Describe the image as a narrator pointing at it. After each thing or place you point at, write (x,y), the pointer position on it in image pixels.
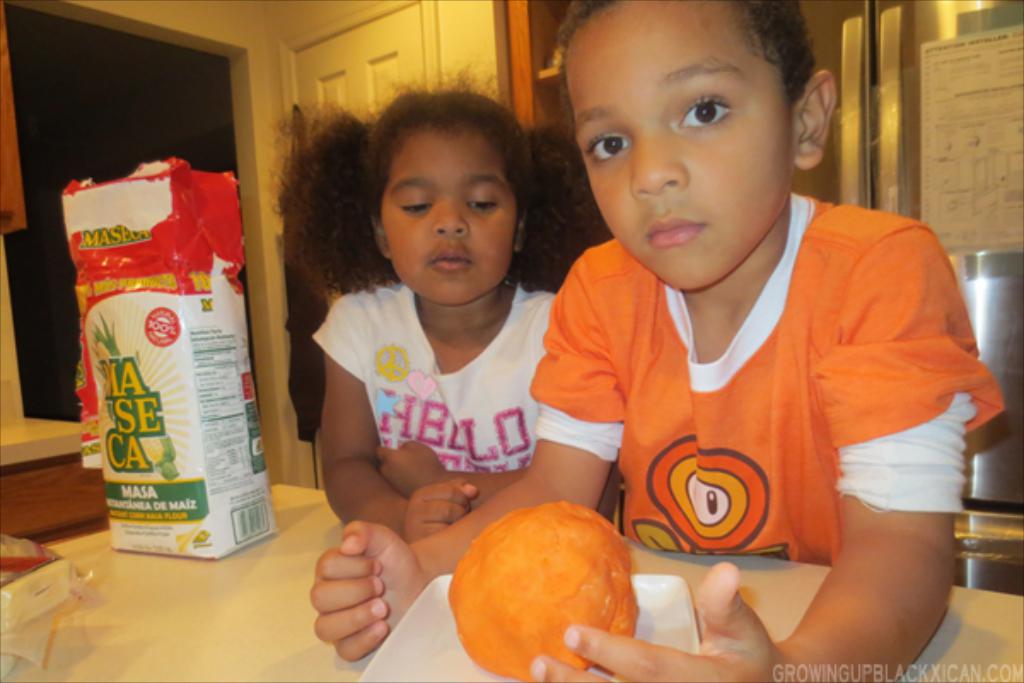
2 children (584,261) are present. The person (875,323) at the right (713,516) is wearing an orange t shirt (668,537). There is a table (134,677) in the front (167,644) on which there is a white plate (407,633) which has a food item (494,567) and a box (141,486). There is a door (312,48) at the back (369,80).
